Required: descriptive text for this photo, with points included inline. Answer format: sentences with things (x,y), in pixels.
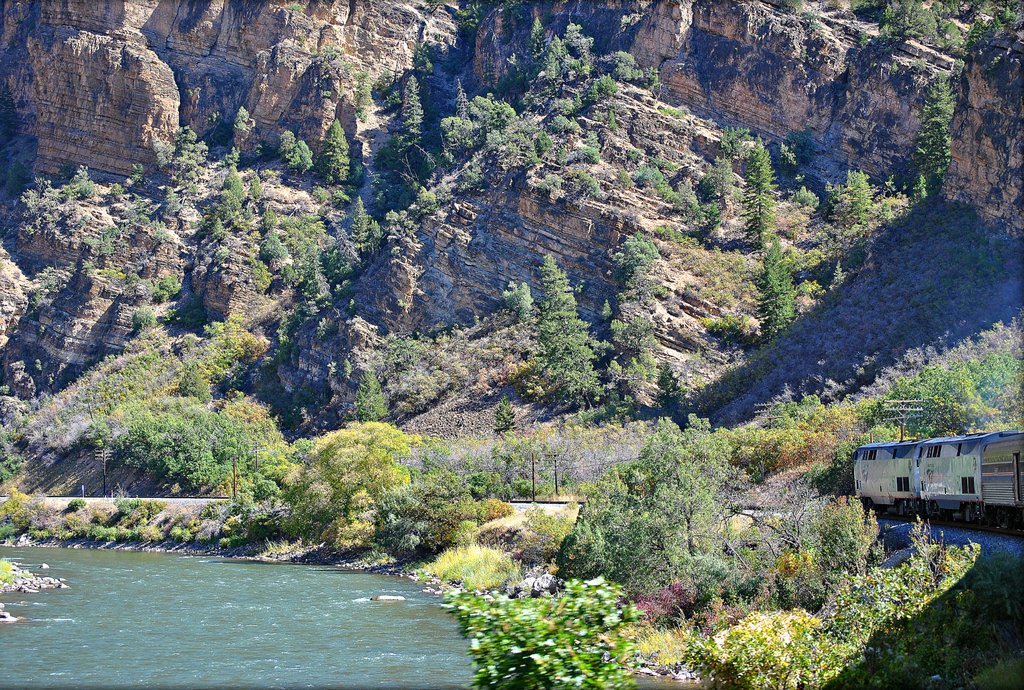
In this picture we can see mountain (727,63) with trees (241,424) all over and here it is a railway track (565,505) where the train (907,485) is going through that railway track (552,508) with some poles (555,489) beside to that and here it is a water (96,557) and stones (51,576) in the water (214,630).
